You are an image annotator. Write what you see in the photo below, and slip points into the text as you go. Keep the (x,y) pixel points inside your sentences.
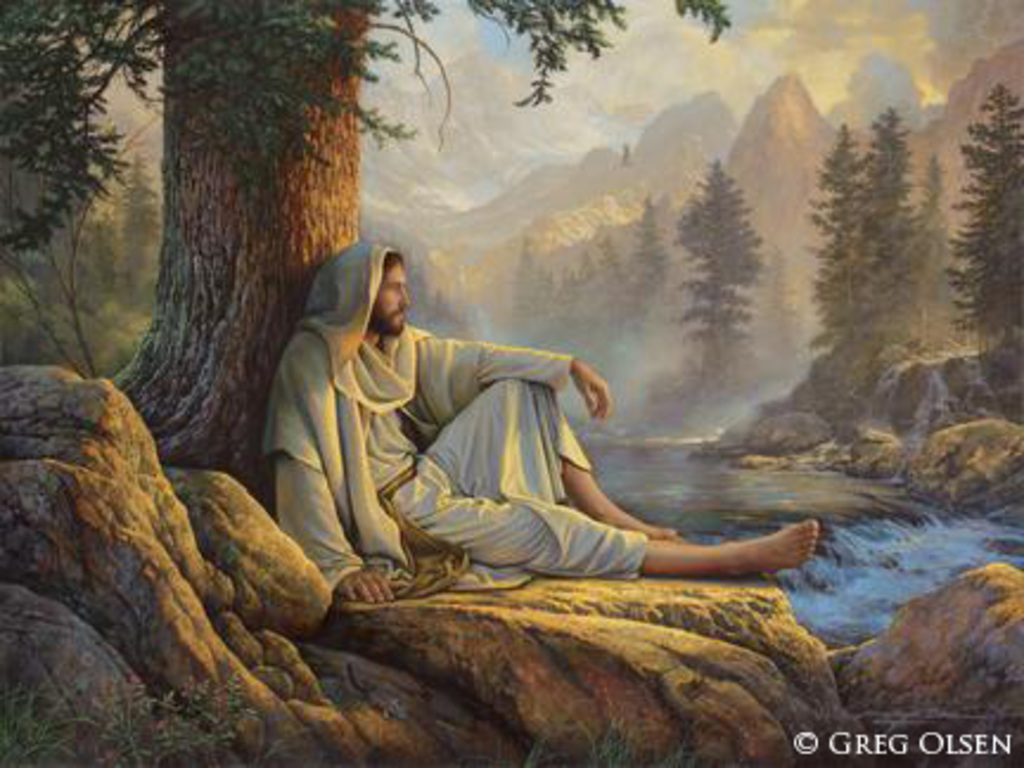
In this image, we can see a poster (678,476). Here a person (403,448) is sitting on a rock (653,642) near the tree trunk (229,364). Here we can see plants (657,766), rocks (314,732) and water flow (901,557). Background (871,121) we can see trees (876,255), hills (431,157) and cloudy sky (642,59). Right side (998,741) bottom corner, there is a watermark (900,742) in the image.
